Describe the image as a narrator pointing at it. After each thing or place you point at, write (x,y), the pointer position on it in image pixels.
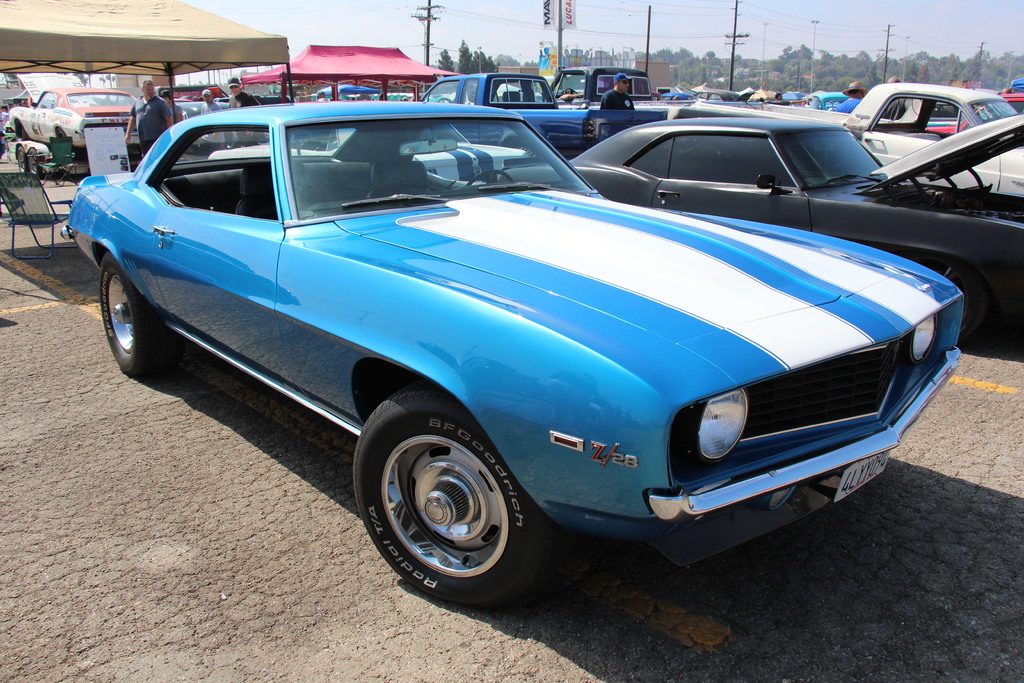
There are cars (513,187), people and stalls (342,80) in the foreground area of the image (453,194) and there are chairs (66,155) on the left side (66,169) and there are trees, poles (559,47), posters (546,62), wires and sky (579,47) in the background area (614,34).
